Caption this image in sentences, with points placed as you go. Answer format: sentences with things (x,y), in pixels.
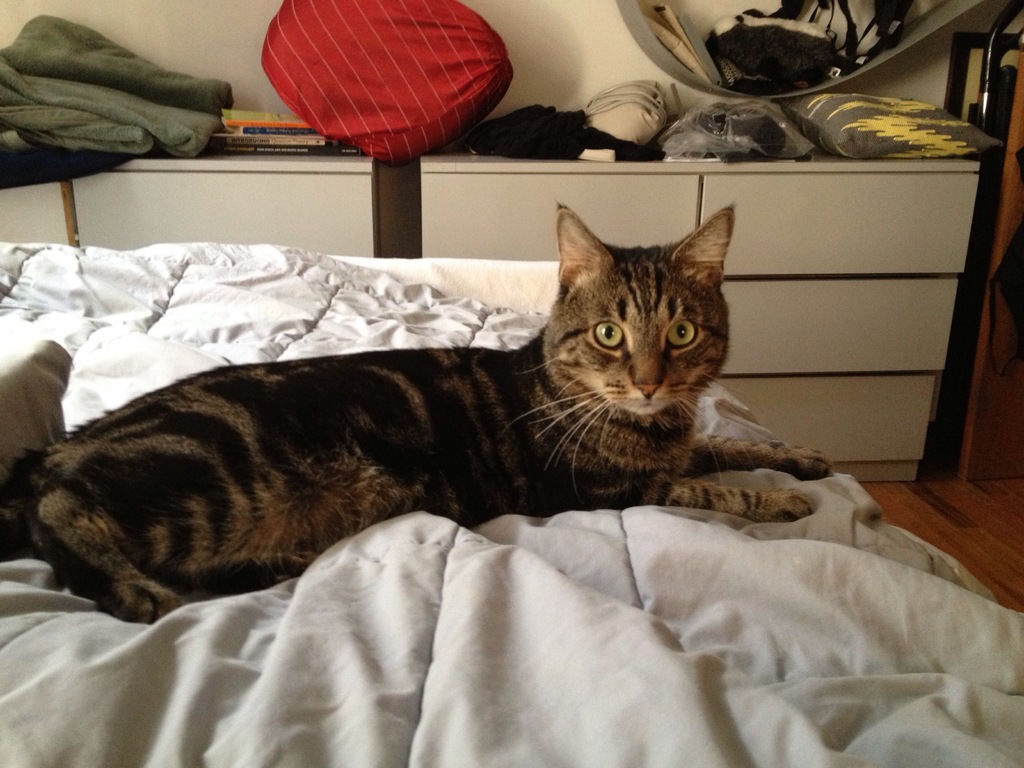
In the picture we can see a white bed (744,479), and bed sheet (24,631), on the bed sheet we can see a cat (556,405), which is black in color and in the background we can see a table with drawers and some things (31,112) kept on it.
